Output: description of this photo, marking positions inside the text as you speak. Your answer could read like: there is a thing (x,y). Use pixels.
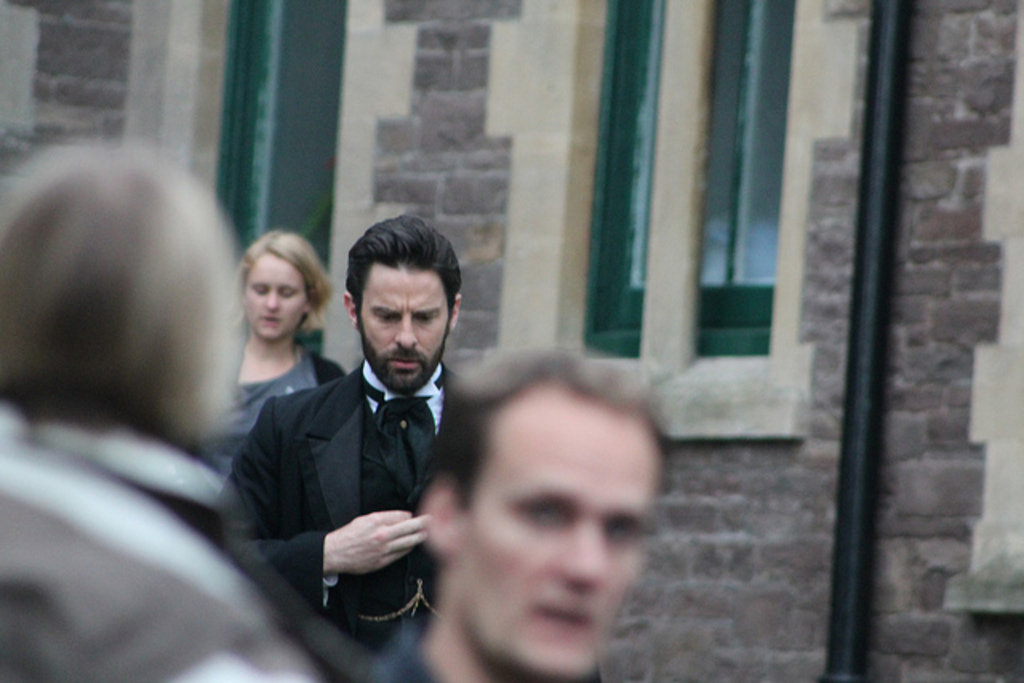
In the image there are few people (326,366) in the foreground (262,516) and on the right side (735,526) there is a brick wall (527,166), in between the wall (584,174) there is a window (619,274).
